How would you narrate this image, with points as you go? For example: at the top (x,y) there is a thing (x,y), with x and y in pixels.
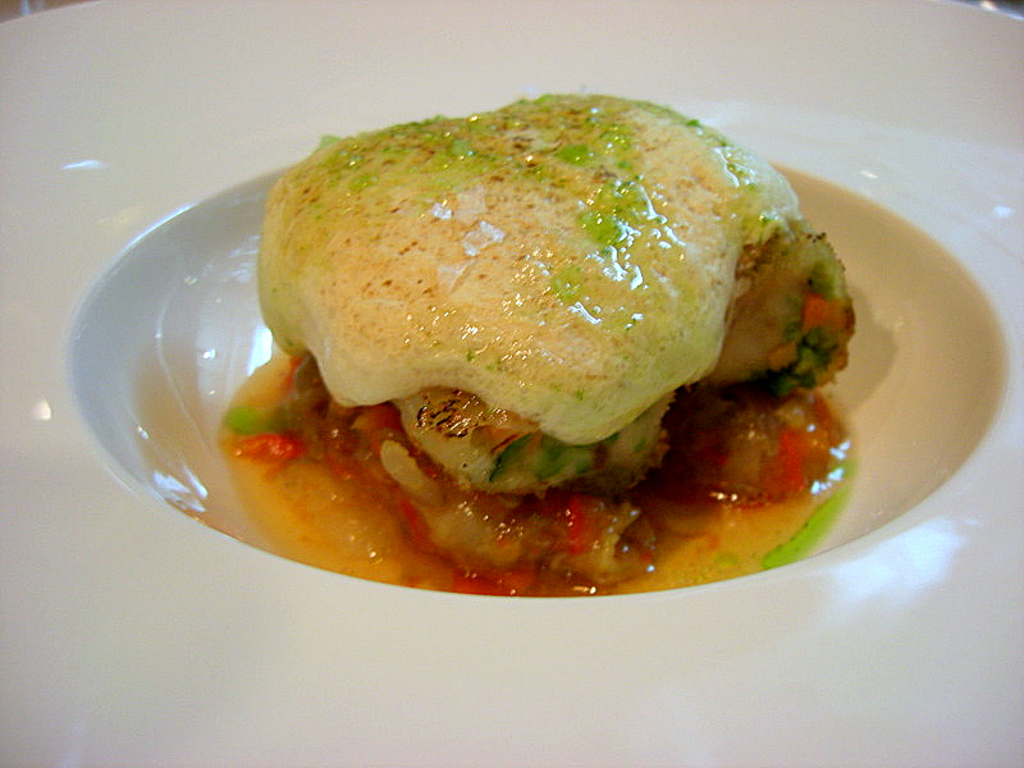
In this image I can see a white colour bowl like thing (233,165) and in it I can see food (481,199).
